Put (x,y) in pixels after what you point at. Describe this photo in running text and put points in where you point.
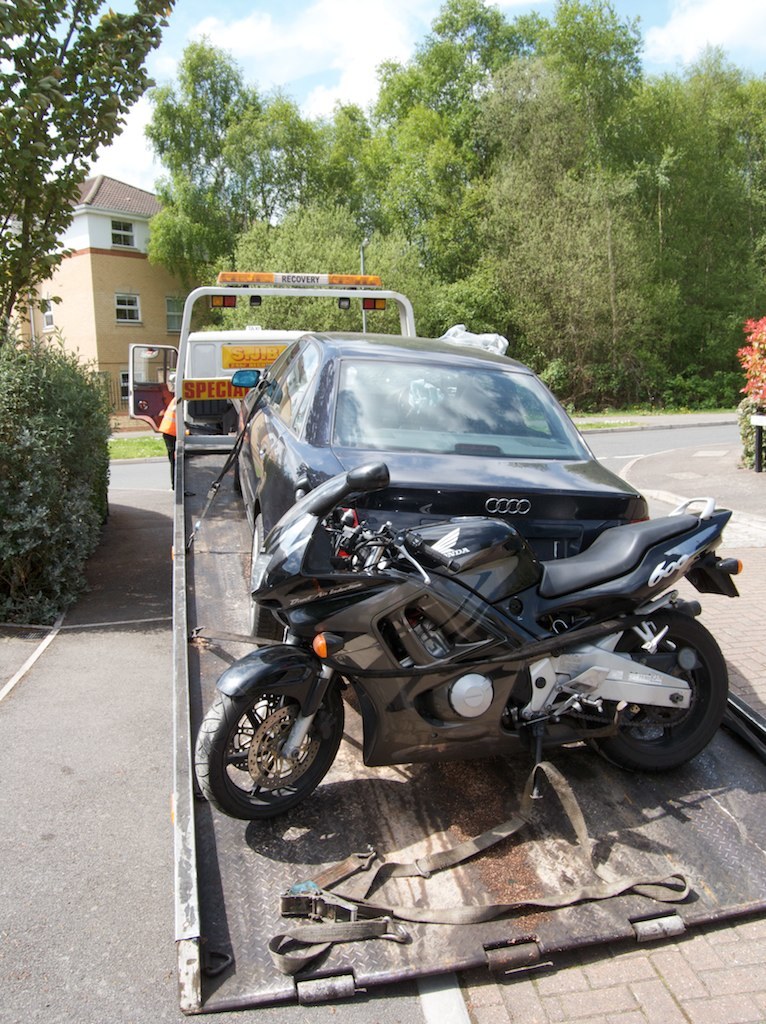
In the image there is a truck (206,486) carrying a bike (455,646) and a car (432,487) on the road (59,889), in the back (136,284) there is a building (136,284) on the left side (134,289) with trees (386,225) in front of it.
